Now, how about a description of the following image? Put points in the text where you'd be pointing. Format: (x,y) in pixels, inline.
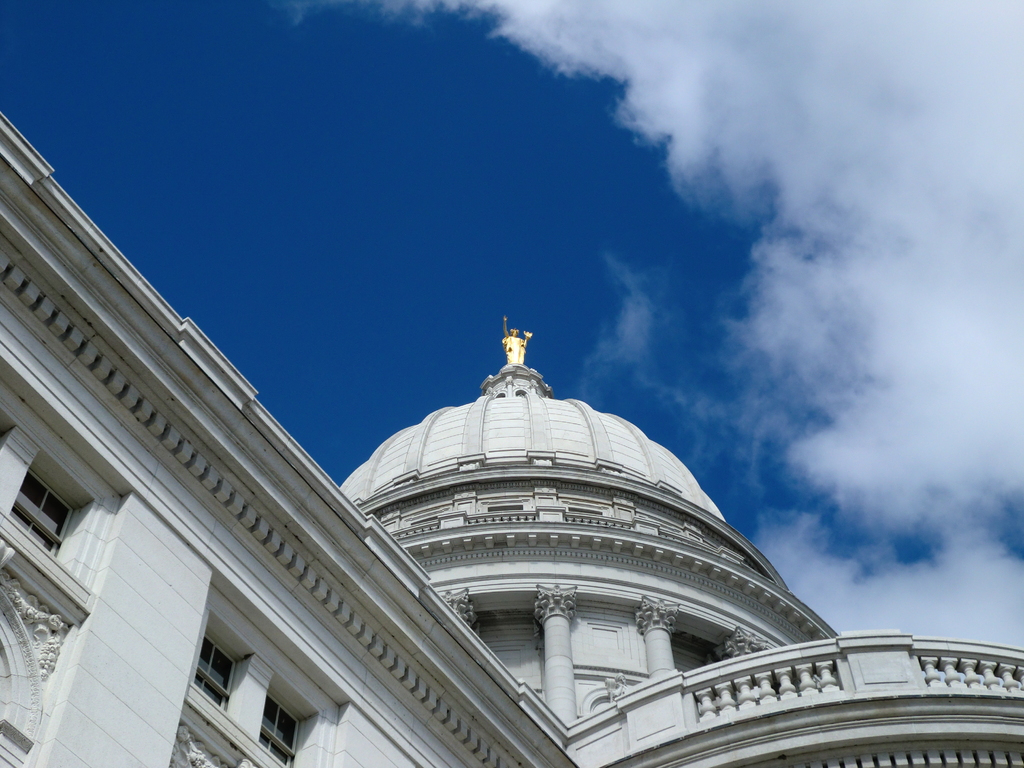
In this picture we can see statue (514,360) on the building (520,405). In the background of the image (693,242) we can see the sky (780,338) with clouds (801,372).
